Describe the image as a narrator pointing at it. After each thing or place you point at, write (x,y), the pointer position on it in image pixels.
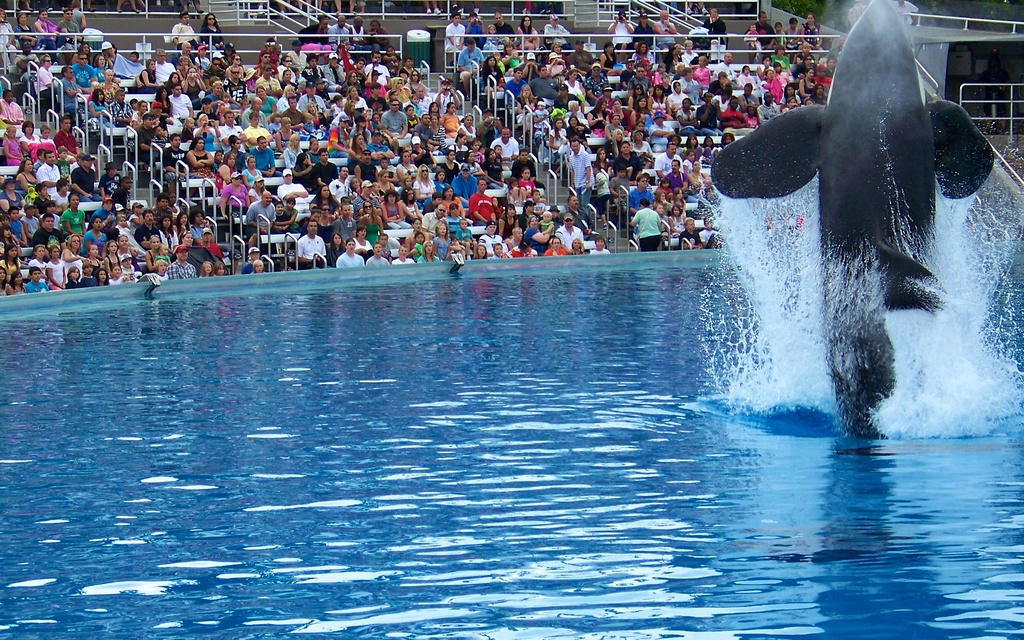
In this image on the right (862,238), there is a dolphin (843,247) and at the bottom (493,498), there is water (409,410). In the background (327,85), there is crowd (343,141) and we can see railings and benches (278,180) and there are trees (968,7).
